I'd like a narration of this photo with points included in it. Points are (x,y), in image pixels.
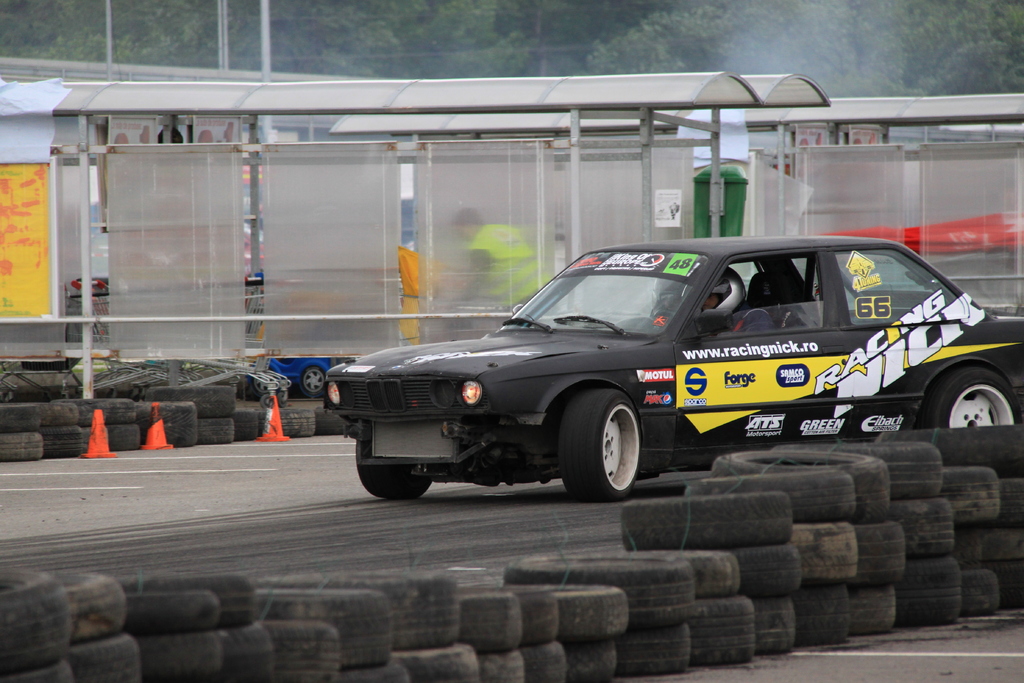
In this image we can see a black color car (548,425). There are tyres (599,573) at the bottom of the image (579,580). In the background of the image (703,51) there are trees (451,27). There are safety cones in the image.
